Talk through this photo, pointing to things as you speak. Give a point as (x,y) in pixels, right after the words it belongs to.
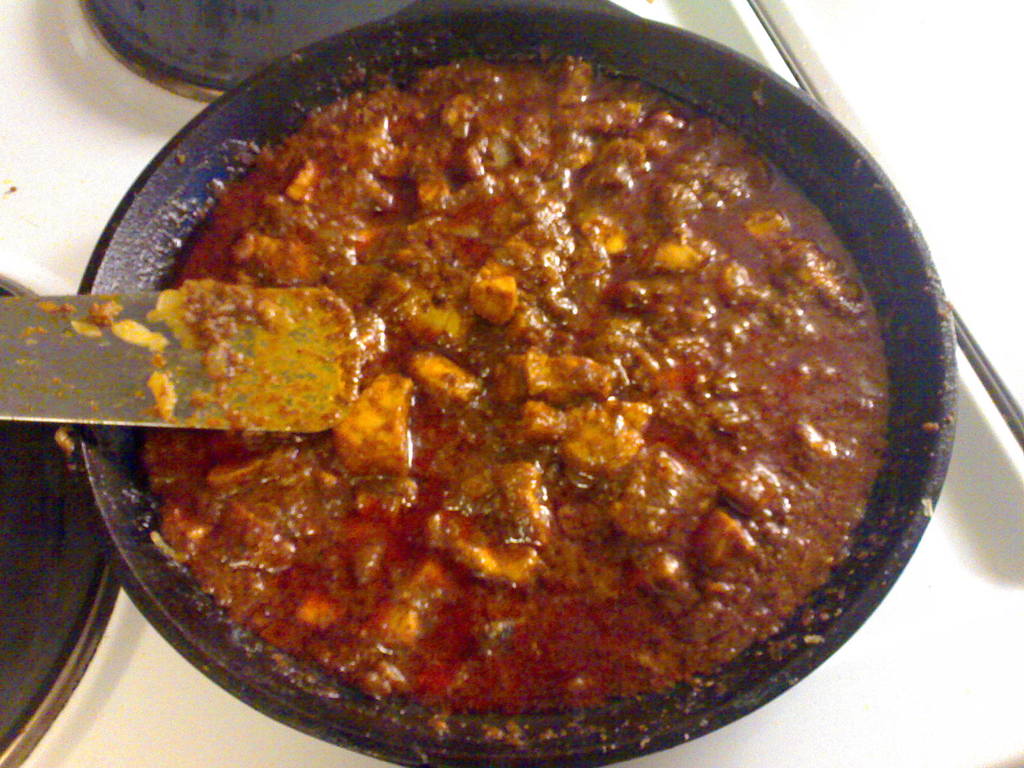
In this image, we can see some food item (354,427) is there in the cooking pan (200,142). Here there is a spatula (124,385). Behind the pan (490,763), we can see the stove (231,16).
